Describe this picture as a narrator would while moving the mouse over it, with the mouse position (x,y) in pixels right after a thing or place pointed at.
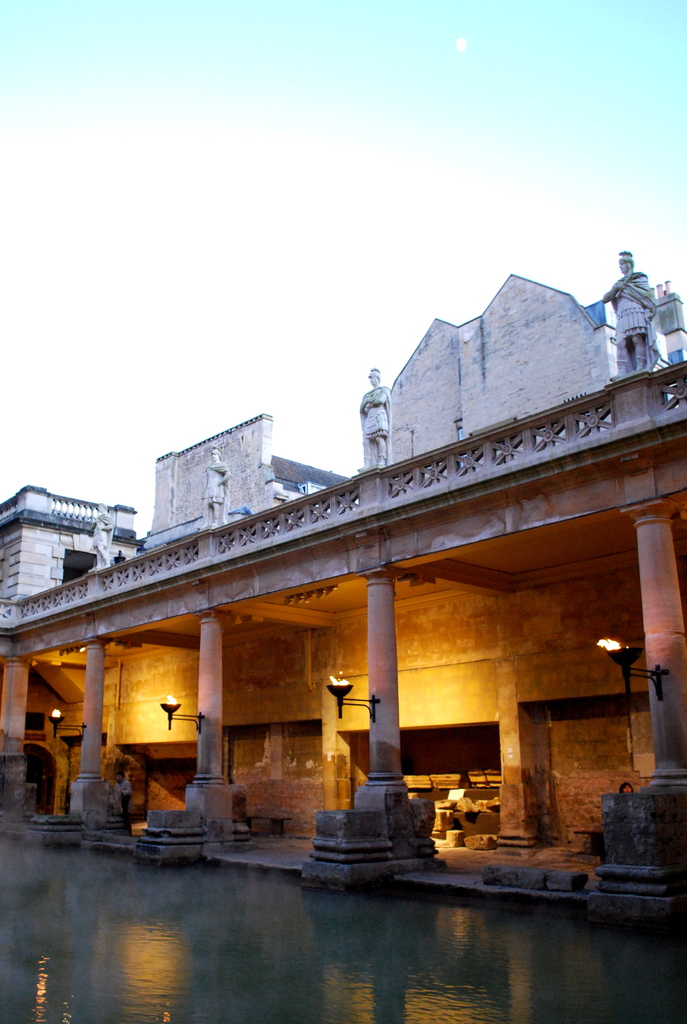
In this image I can see the water (189,975). In the background (164,792) I can see the building (373,527) with pillars (230,817). I can see the fire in the black color objects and these are attached to the pillars (378,727). I can see the sky (391,183) in the back (413,178).
